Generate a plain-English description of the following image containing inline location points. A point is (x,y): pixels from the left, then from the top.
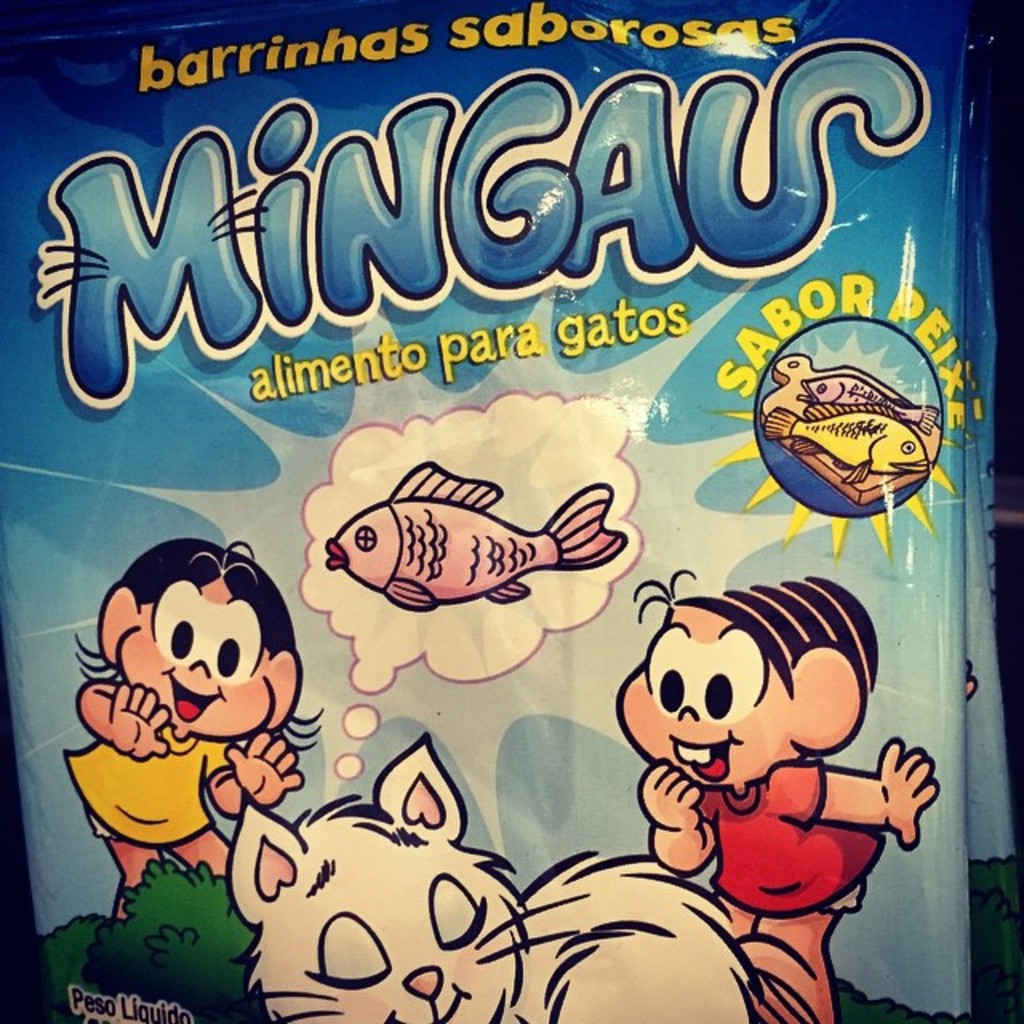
In this image I can see a blue colour thing (547,561) and on it I can see few cartoons (775,834) and I can also see depiction of few fishes (615,543), of a cat (281,959) and here I can see something is written.
